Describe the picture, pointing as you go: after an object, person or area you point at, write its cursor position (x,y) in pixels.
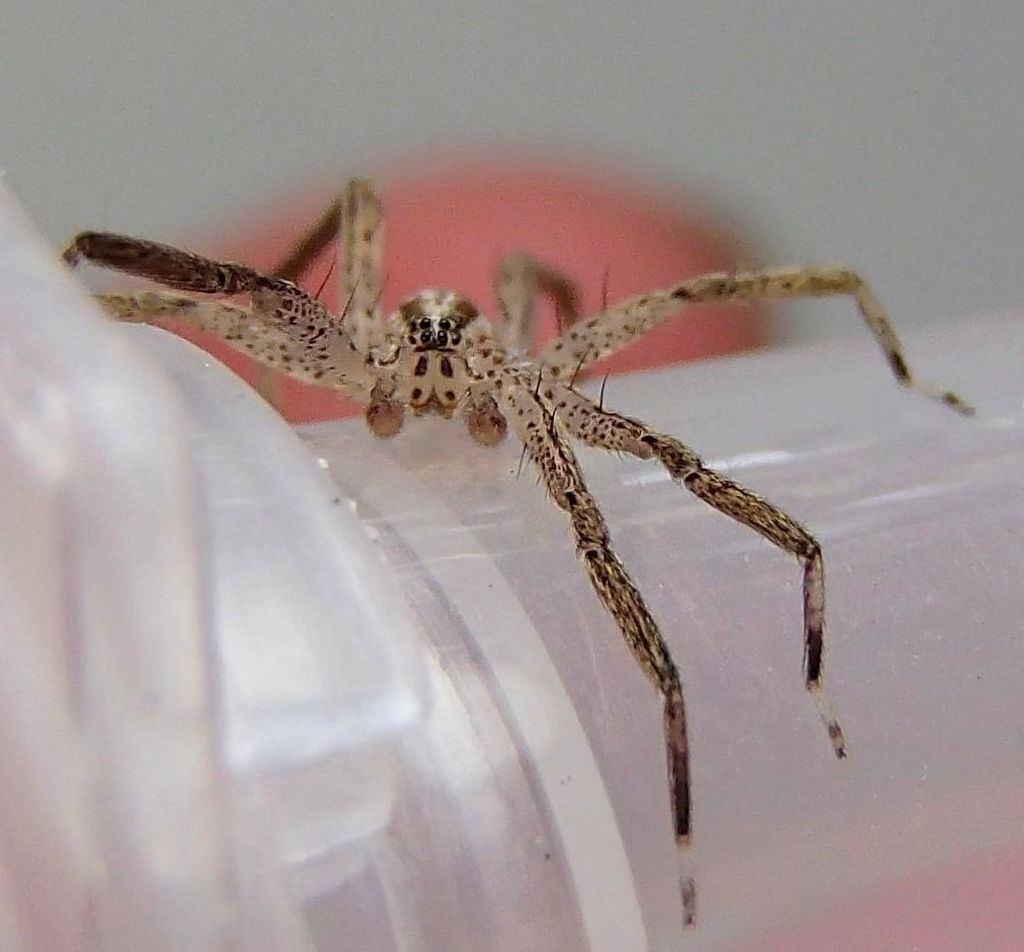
In this image I can see an insect (546,471) on an object (573,581). And there is a blur background (646,29).
